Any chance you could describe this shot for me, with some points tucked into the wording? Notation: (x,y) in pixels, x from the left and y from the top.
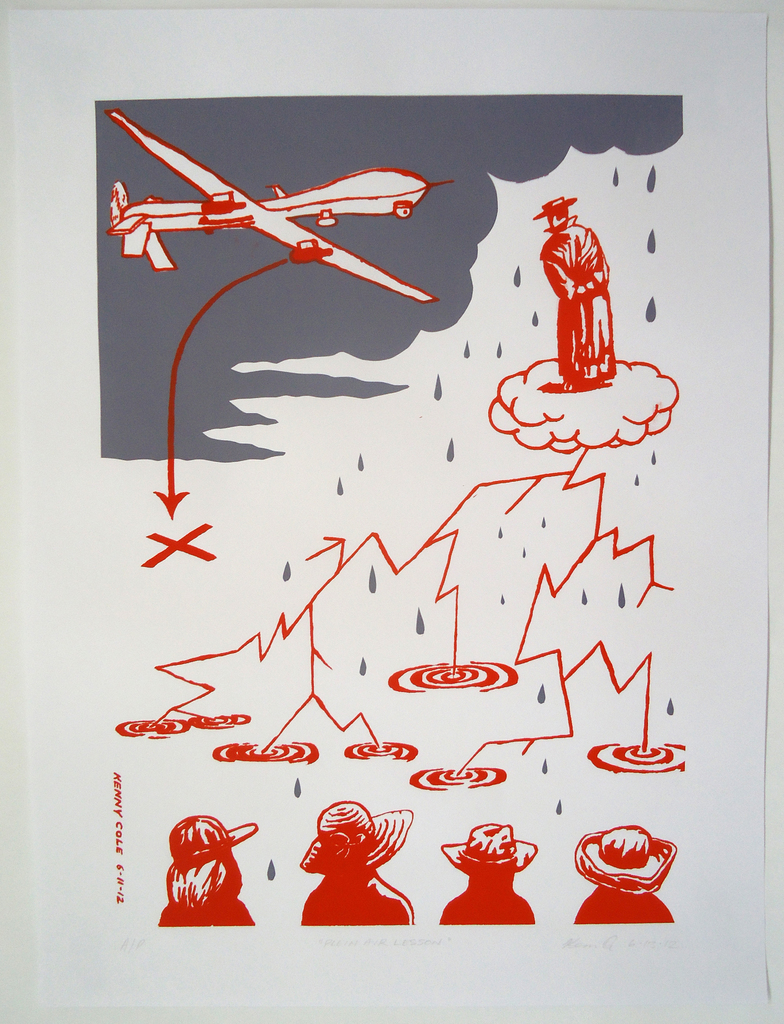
In this image I can see few people (256,825) and an aircraft (198,225) on the white color paper (57,955) and the background (11,985) is in white color.
